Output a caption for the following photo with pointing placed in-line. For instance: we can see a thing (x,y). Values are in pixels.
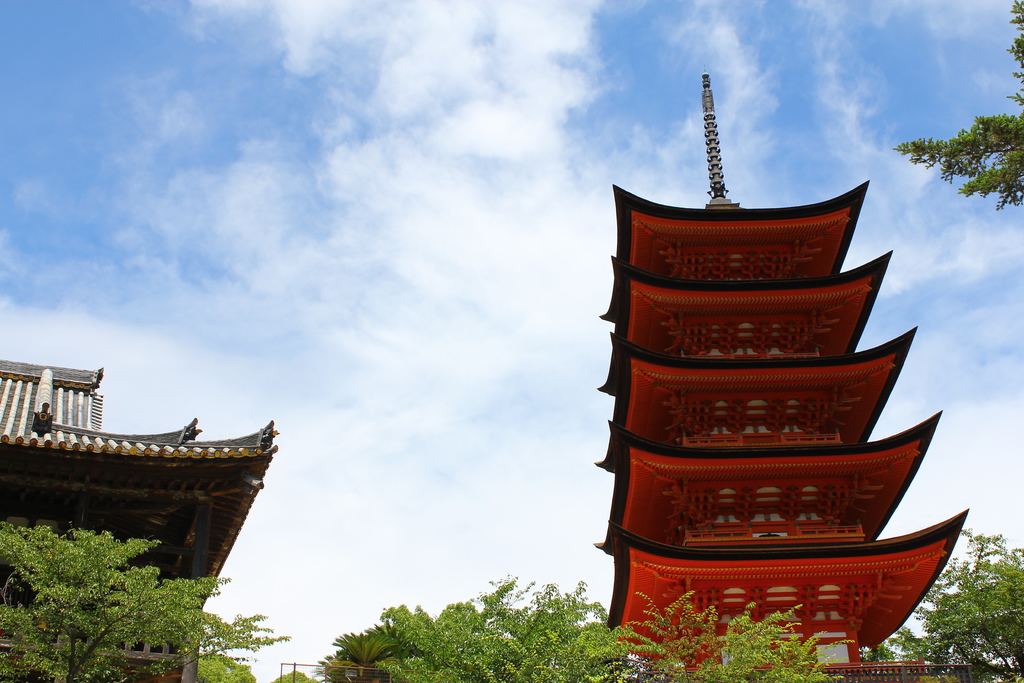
There are trees (490,634) and buildings (59,510) at the bottom of this image (46,511) and the sky (289,602) is in the background (370,480).
